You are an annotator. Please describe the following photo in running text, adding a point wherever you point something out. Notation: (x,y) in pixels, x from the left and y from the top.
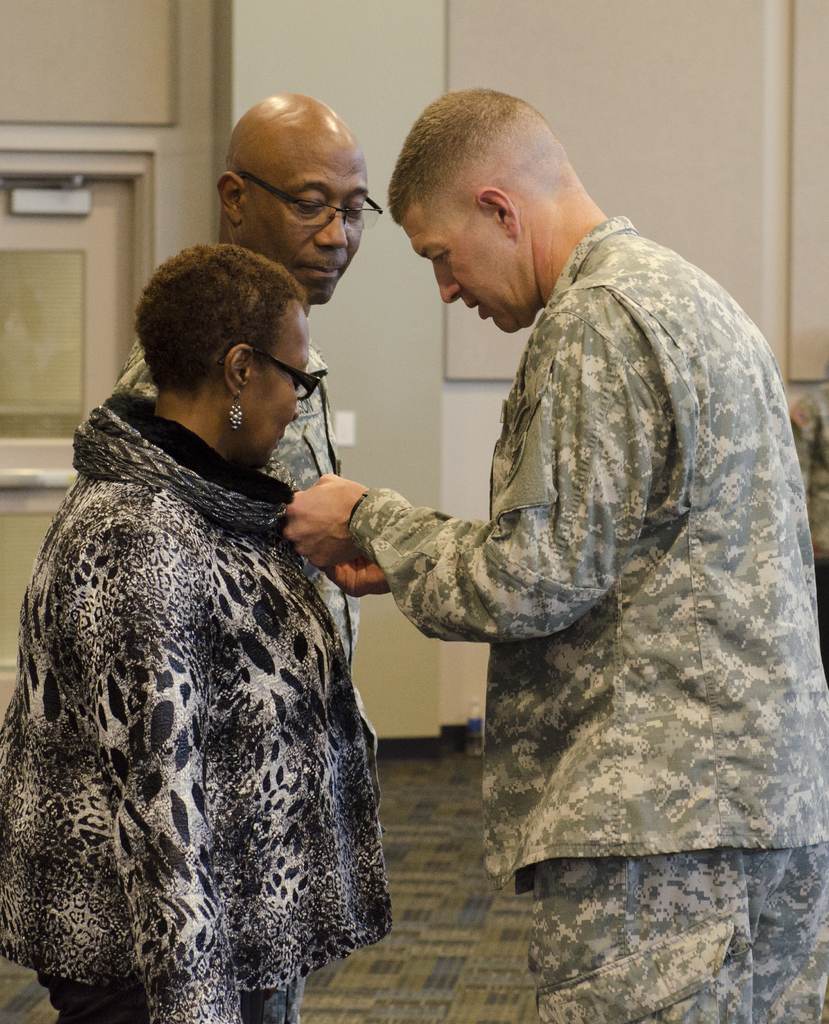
In this image I can see three persons (282,675) standing. Two of them are wearing spectacles (298,392).
